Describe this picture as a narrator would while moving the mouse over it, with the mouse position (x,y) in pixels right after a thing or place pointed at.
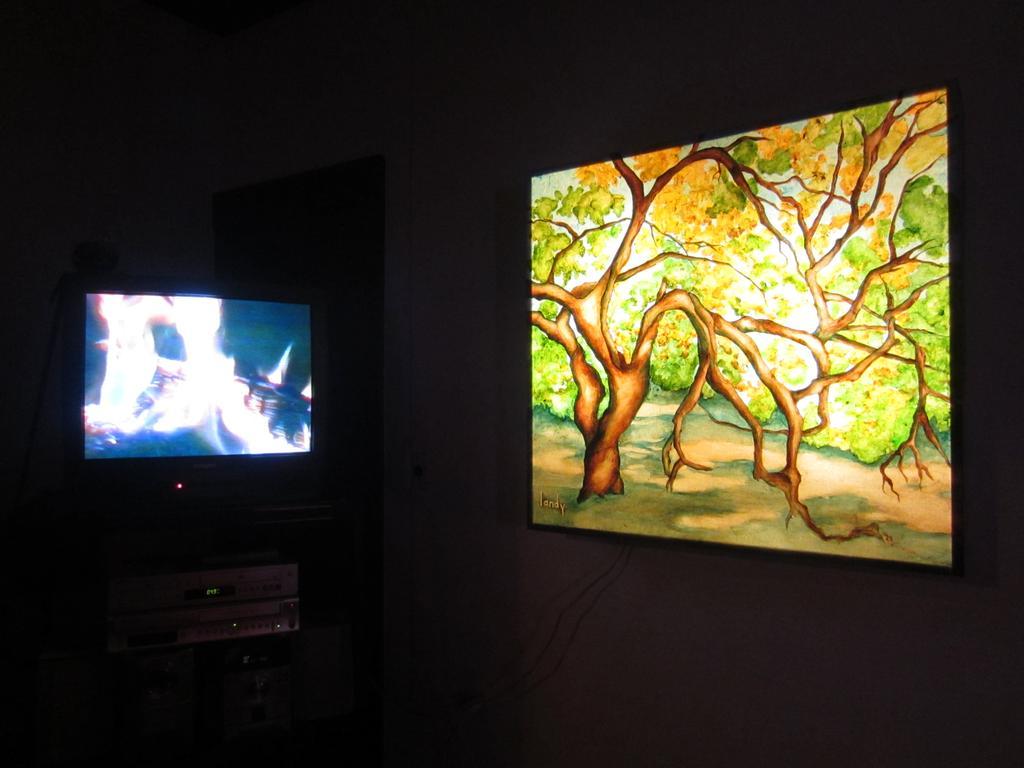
In the foreground of this dark image, on the right (825,349), there is a frame (787,403) on the wall (710,624). On the left (187,388), there is a television (212,452) and a device (203,610).
